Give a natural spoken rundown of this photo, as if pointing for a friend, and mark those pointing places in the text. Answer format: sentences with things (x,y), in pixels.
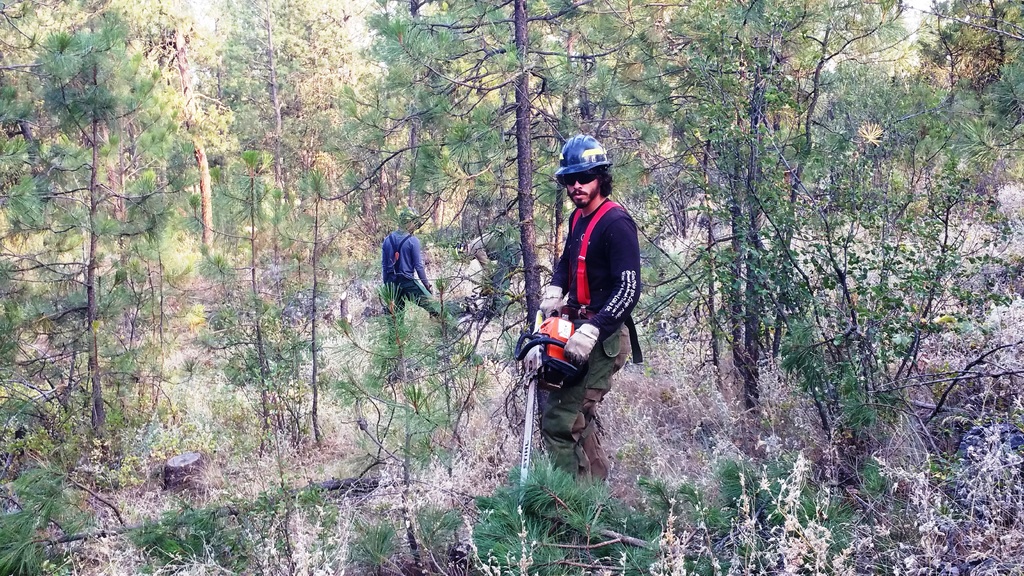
This picture might be taken from the forest (582,562). In this image, in the middle (608,280), we can see a man (603,218) wearing a blue color helmet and holding some objects (569,328) in his hand (572,341) is standing on the grass (786,517). In the middle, we can also see two persons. In the background (439,172), we can see some trees (386,86) and plants (463,175). At the bottom (627,392), we can see some plants (721,458) and a grass (299,443).
